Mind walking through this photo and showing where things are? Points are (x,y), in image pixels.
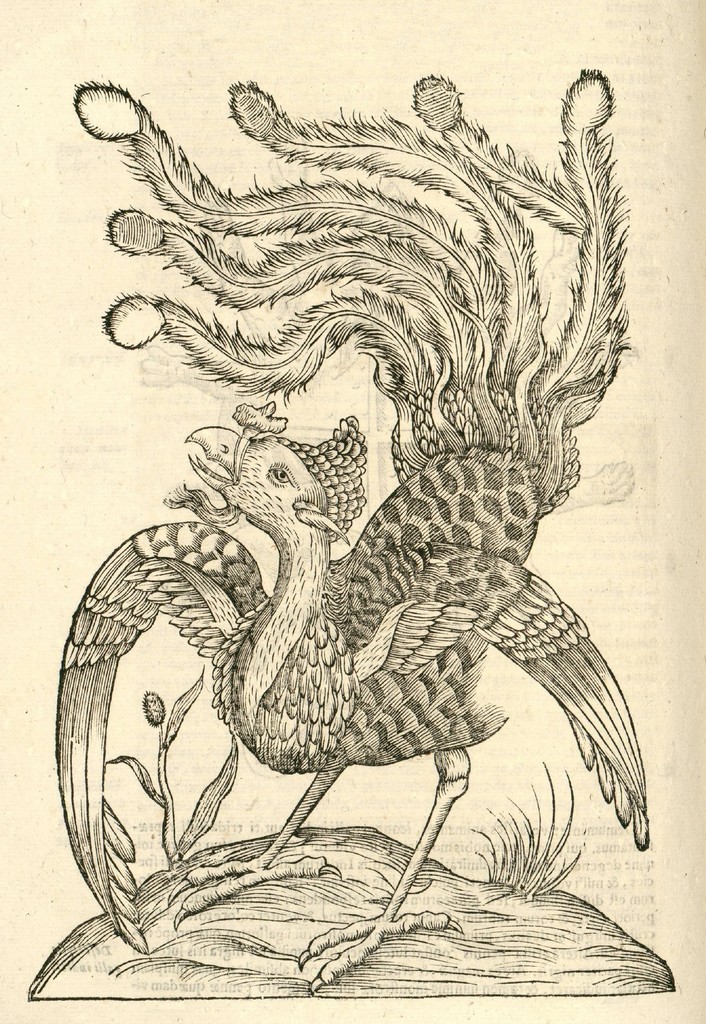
In this image I can see a sketch (343,660) on a paper (381,823) of a bird (343,660) which is standing on a rock (364,865). I can see some grass (509,853) on the rock (509,891). This sketch (482,638) is on the cream colored paper (588,553).
